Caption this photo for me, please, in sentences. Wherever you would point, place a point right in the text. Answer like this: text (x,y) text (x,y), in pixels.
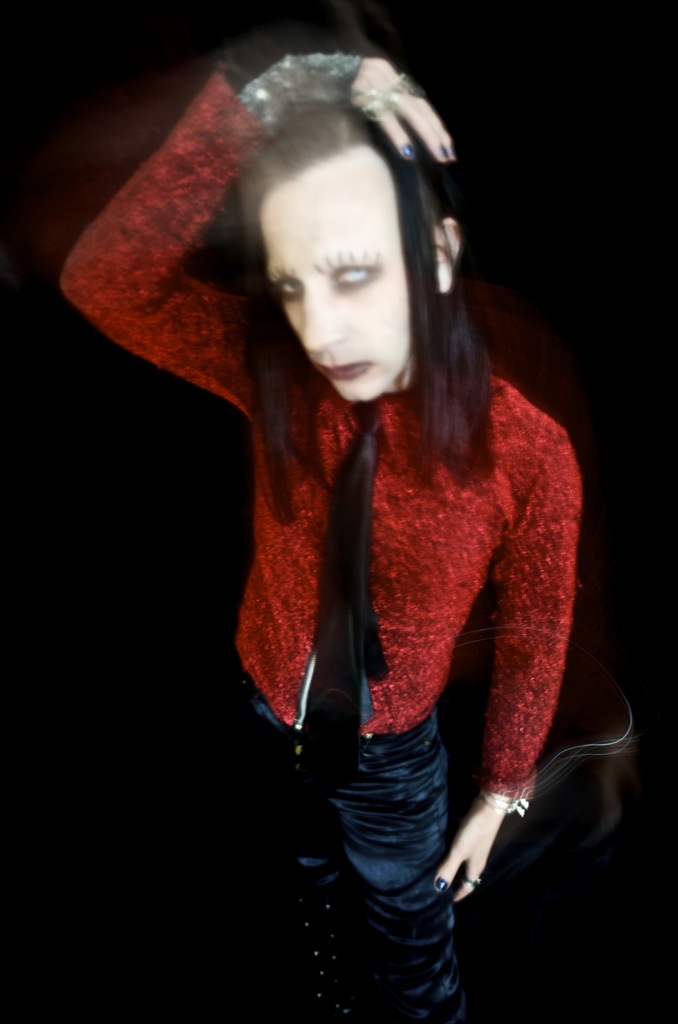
In this image I can see the person (279,440) standing and the person (546,534) is wearing red and black color dress (439,607) and I can see the dark background (52,25).
